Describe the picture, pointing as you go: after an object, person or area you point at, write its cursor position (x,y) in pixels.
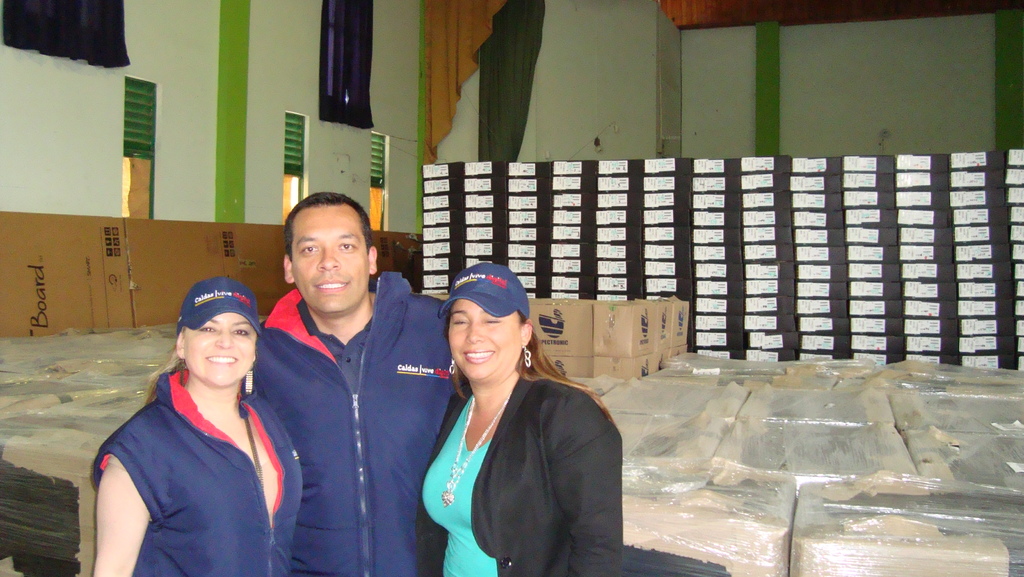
There are two women (270,494) and one man (332,478) standing and smiling. These are the cardboard boxes (640,375), which are sealed with the plastic covers (766,404). I think these are the curtains (461,56) hanging. I can see the windows (377,186). These look like boxes (800,276), which are arranged in an order. This is the wall (594,116).
